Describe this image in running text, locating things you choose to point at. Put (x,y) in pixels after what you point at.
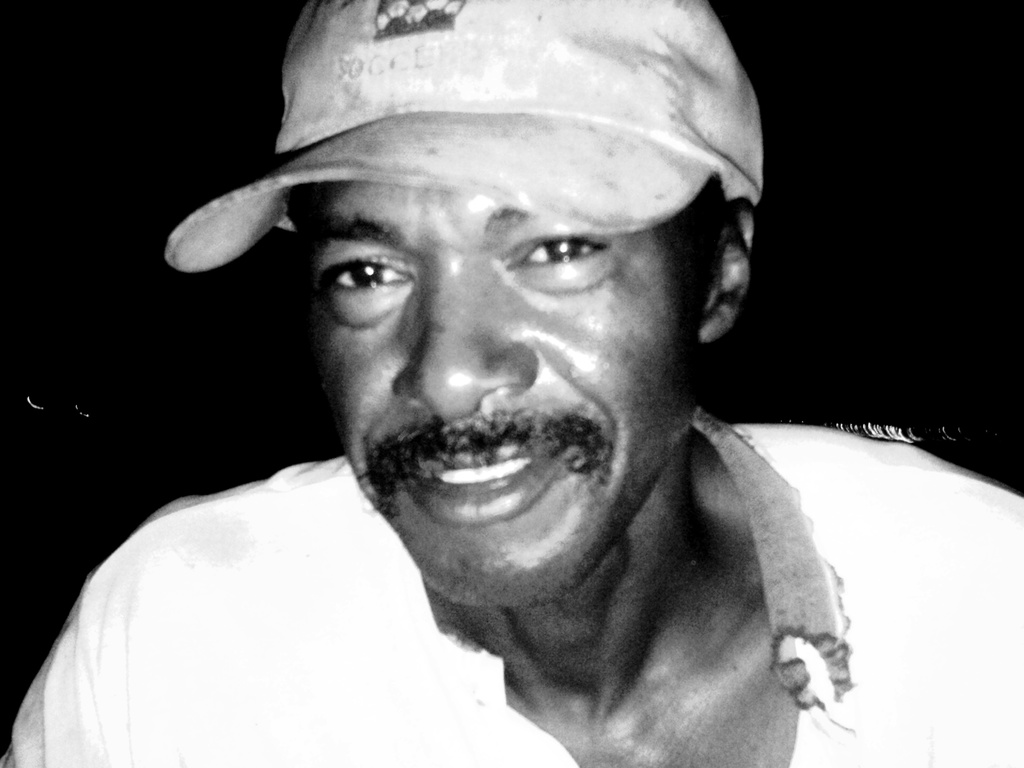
In the foreground of this picture (458,426) we can see a man (651,41) wearing a cap (478,76), and the background of the image (131,202) is very dark.
